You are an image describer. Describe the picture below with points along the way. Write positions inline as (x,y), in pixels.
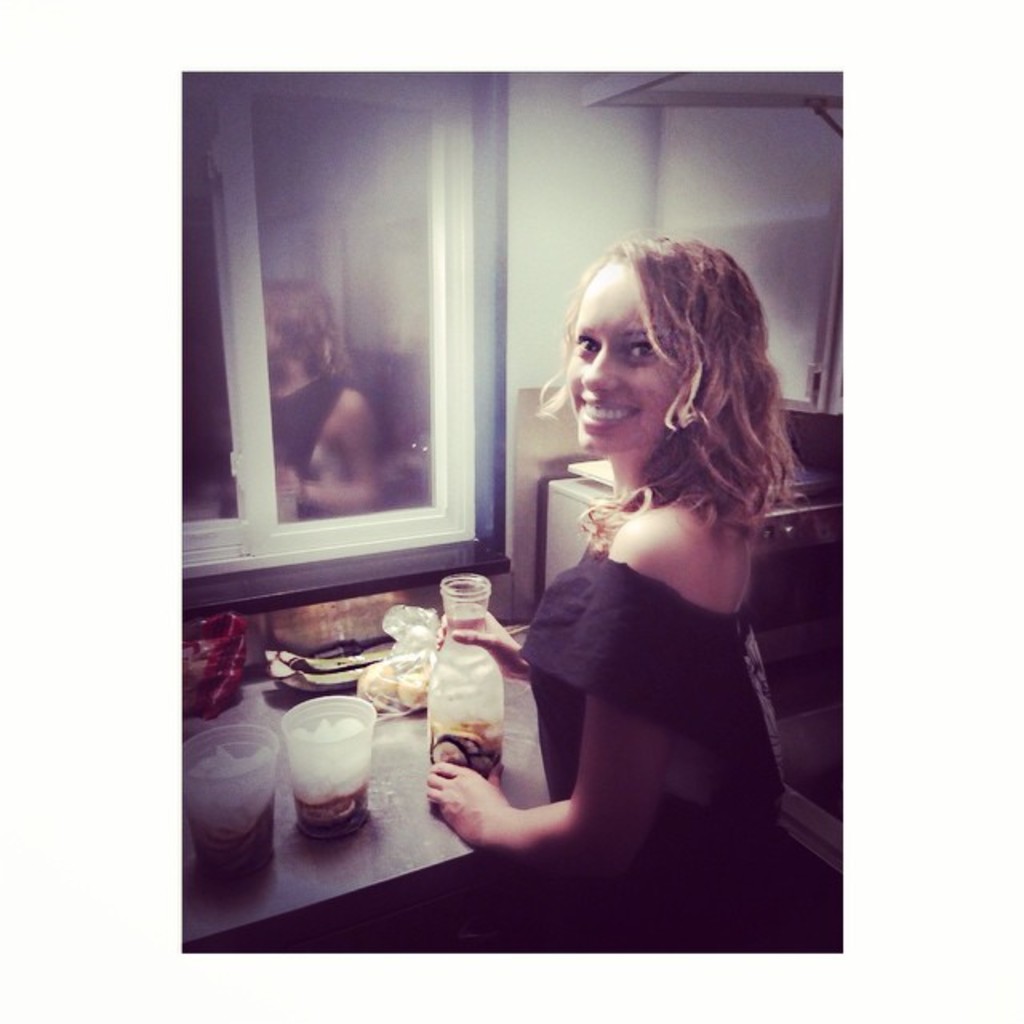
This image is taken indoors. At the bottom of the image (379,833) there is a table (372,830) with a few things (366,711) on it. In the background (425,375) there is a wall (707,225) with a window (481,339). On the right side of the image (686,375) a woman (557,601) is standing on the floor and she is holding a bottle (488,687) in her hand (457,773).
